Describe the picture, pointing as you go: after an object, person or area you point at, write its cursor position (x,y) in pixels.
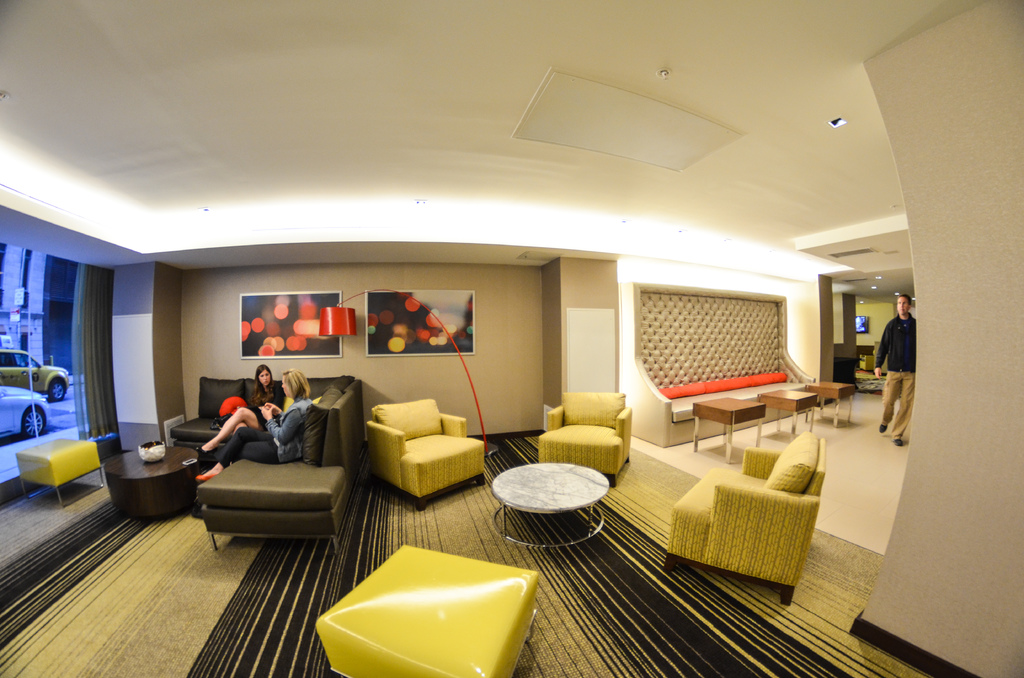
This is a picture of a room (867,210), where there are many couches (404,450). In this room (567,467) in the center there is a table (543,483) and in the right (730,419) there are three other tables (740,411) and on the left (145,468) there is another table (143,466). In the left (292,411) there are two women (280,409) seated. In the background (385,292) on the wall (441,358) there are two frames (373,308). In the ceiling (515,166) there is a duct (636,142). On the right (889,345) there is a man (897,389) walking. On the top right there is television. In the center of the room floor (230,592) is covered with mat (571,613). To the left (52,389) there are cars (55,379) parked outside the room (880,404).
